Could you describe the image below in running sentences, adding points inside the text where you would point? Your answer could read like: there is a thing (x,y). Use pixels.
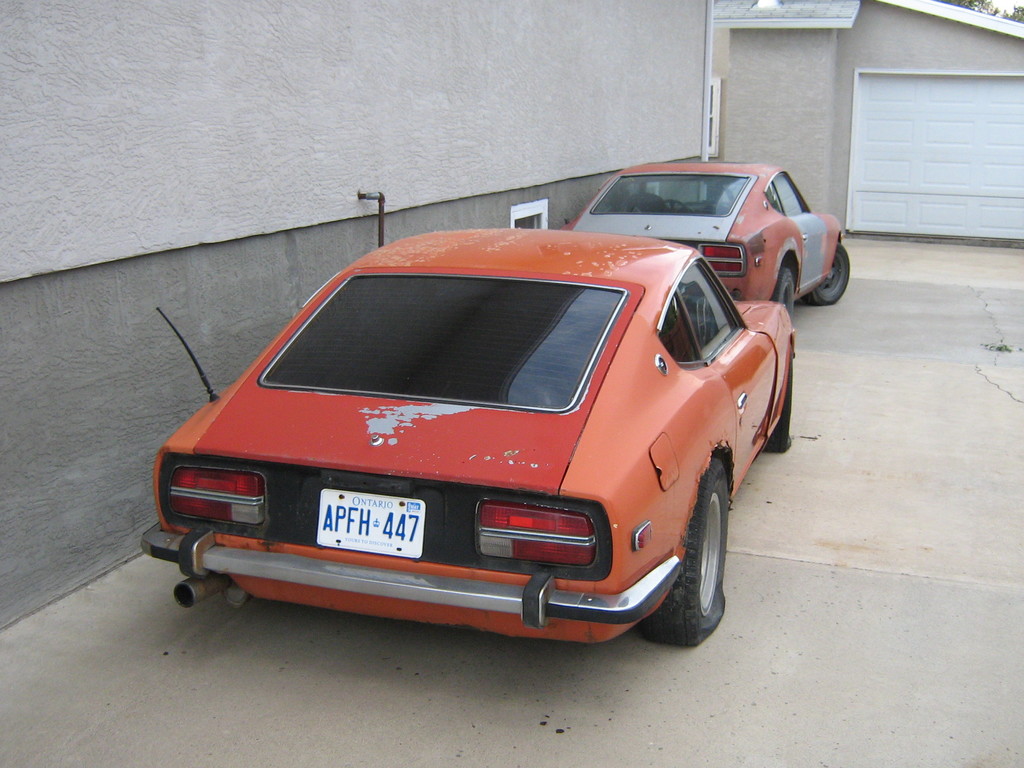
In this picture, we see two red cars (705,437) are parked on the road (800,337). Beside that, we see a wall (343,185). In the background (773,83), we see a wall (825,71) and something (948,182) in white color. In the right top of the picture (988,8), we see the trees (987,8).
